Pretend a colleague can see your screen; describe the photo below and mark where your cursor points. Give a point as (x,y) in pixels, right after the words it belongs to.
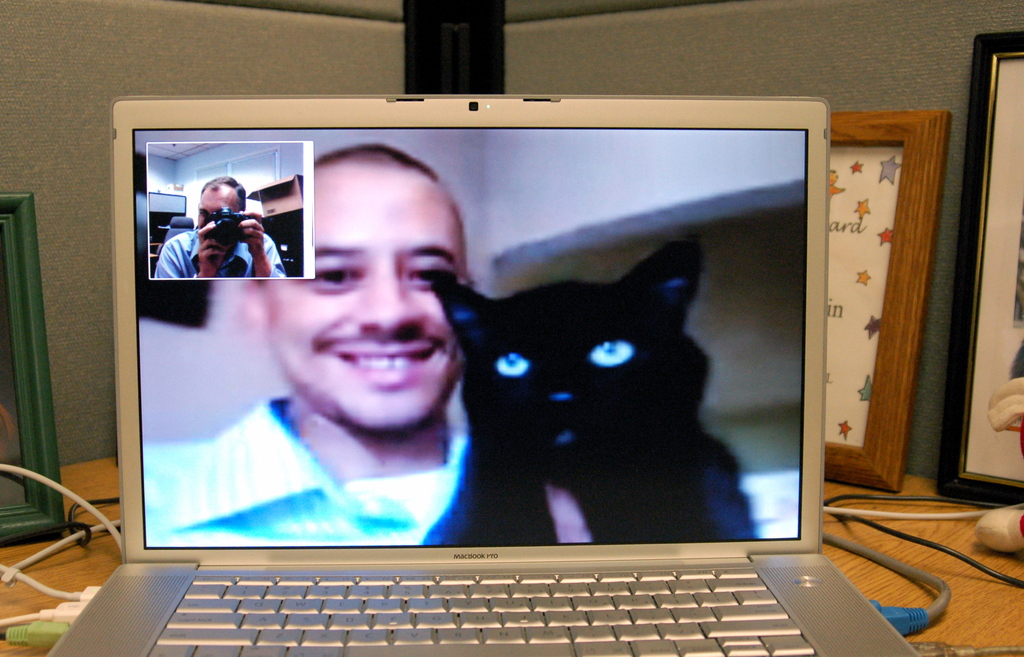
In this image we can see a laptop (306,570), in that there are two persons (261,443), one of them is taking a picture using the camera (213,229), also we can see a cat (562,403), there are wires (928,650) connected to the laptop (803,653), there are photo frames (945,472), also we can see the partition (422,66).
